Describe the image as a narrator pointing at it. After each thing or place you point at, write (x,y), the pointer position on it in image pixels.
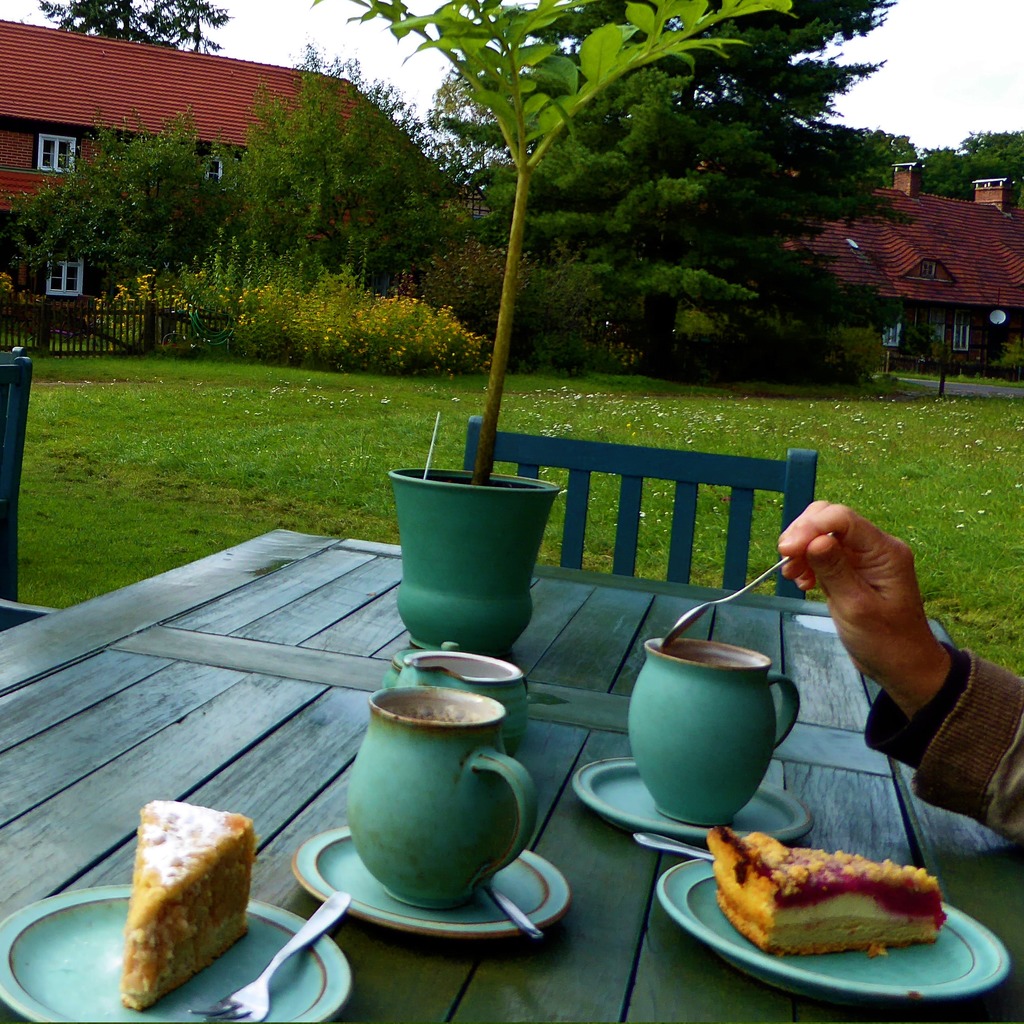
In this image I can see trees (497,293). At the back of trees (584,340) there is a building (210,112) and the sky (280,36).
